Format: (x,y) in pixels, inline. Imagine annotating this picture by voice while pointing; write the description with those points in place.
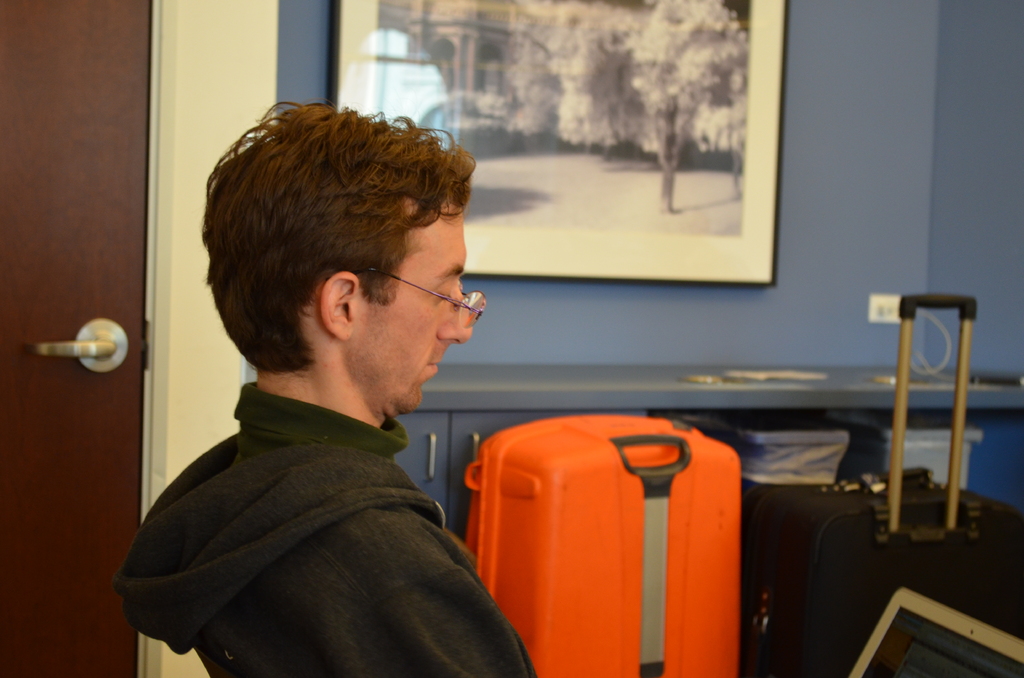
this picture shows a man (411,575) seated and he wore a spectacles (435,295) on his face (412,297) and we see a trolley bag (718,677) and we see a photo frame (565,193) on the wall (782,311).
